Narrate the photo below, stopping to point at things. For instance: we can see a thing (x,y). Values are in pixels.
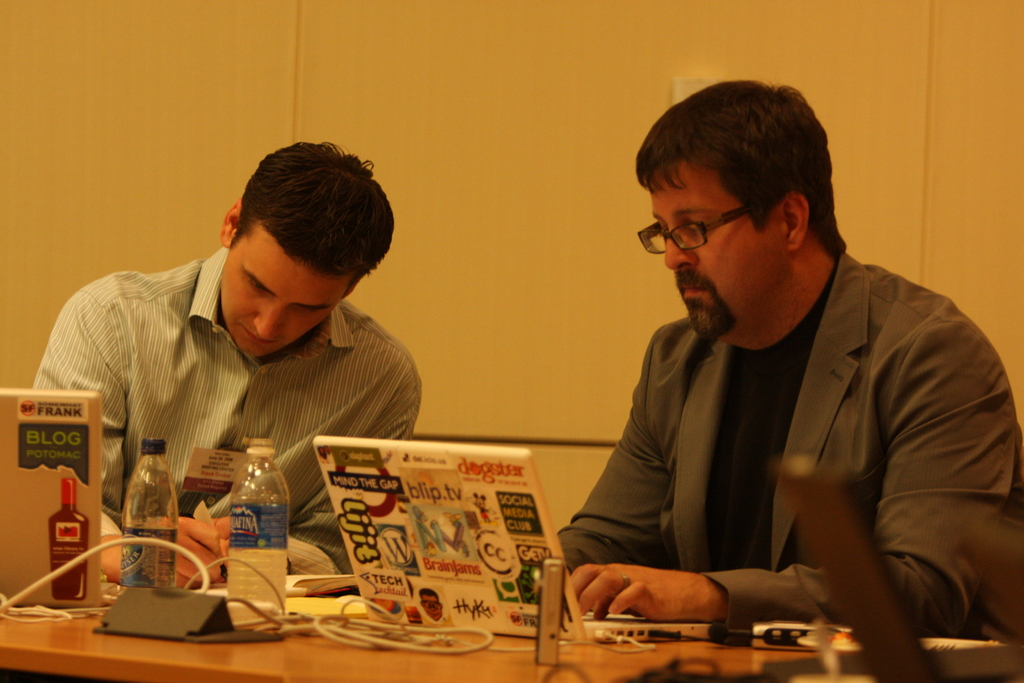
In this picture there are two men (291,340) sat in chair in front of table (105,639). They have laptops (404,511) in front of them with wires (115,542) and bottles (256,562).
